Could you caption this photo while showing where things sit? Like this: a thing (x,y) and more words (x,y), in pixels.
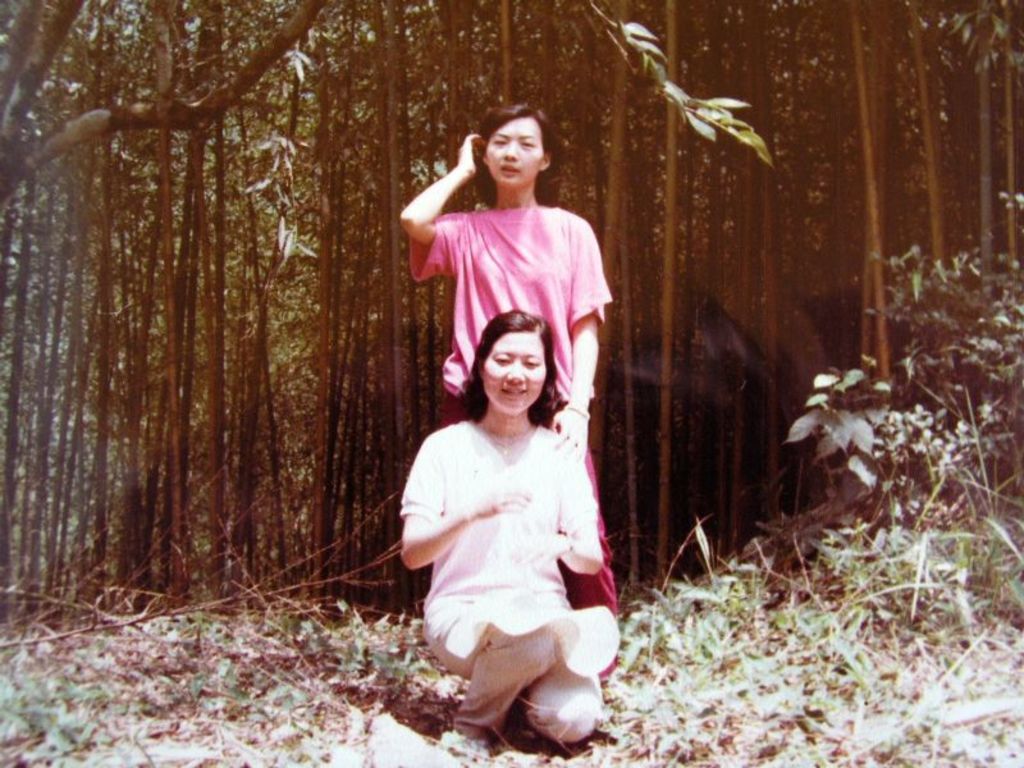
In this image we can see two women (513,209) on the ground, in the background (321,153) there are some trees (785,348) and grass (684,651) on the ground (290,609).
